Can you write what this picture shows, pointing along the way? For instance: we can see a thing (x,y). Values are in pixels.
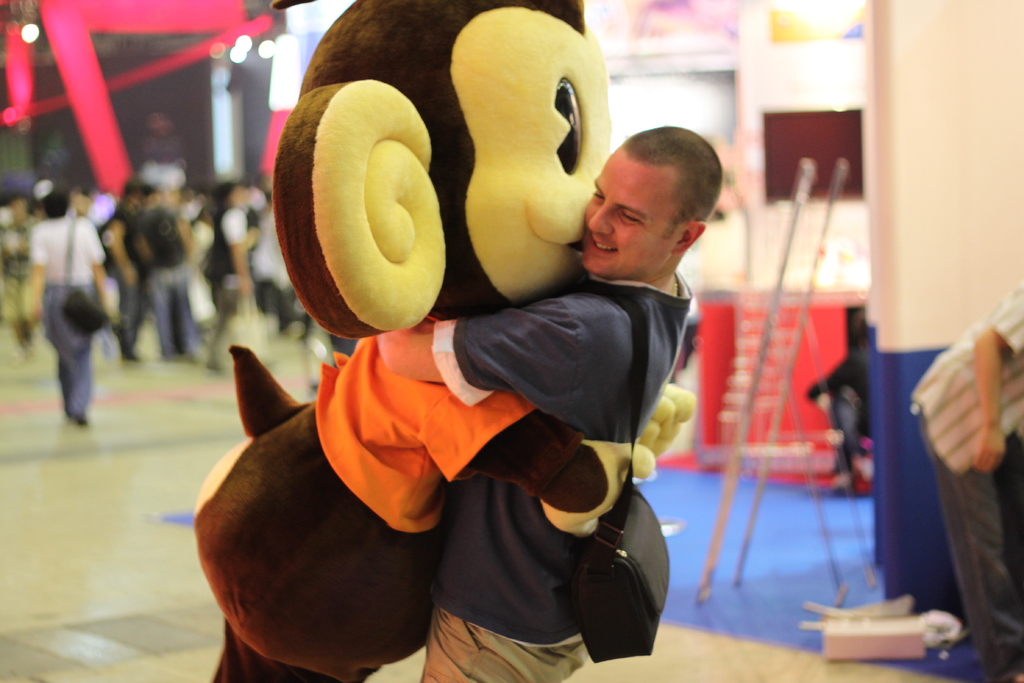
Here I can see a man (589,406) wearing a bag (647,584), standing, hugging a toy (355,416) and smiling. It seems like a person (379,183) wearing his costume (371,496). On the right side (989,432) there is a person (978,414) standing facing towards right side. Beside him there is a pillar (952,232). At the bottom (884,619) there are few objects (861,628) and a stepladder (772,428). On the left side (136,265) there are many people (125,261) standing and walking on the floor (109,435). The background (149,60) is blurred.
